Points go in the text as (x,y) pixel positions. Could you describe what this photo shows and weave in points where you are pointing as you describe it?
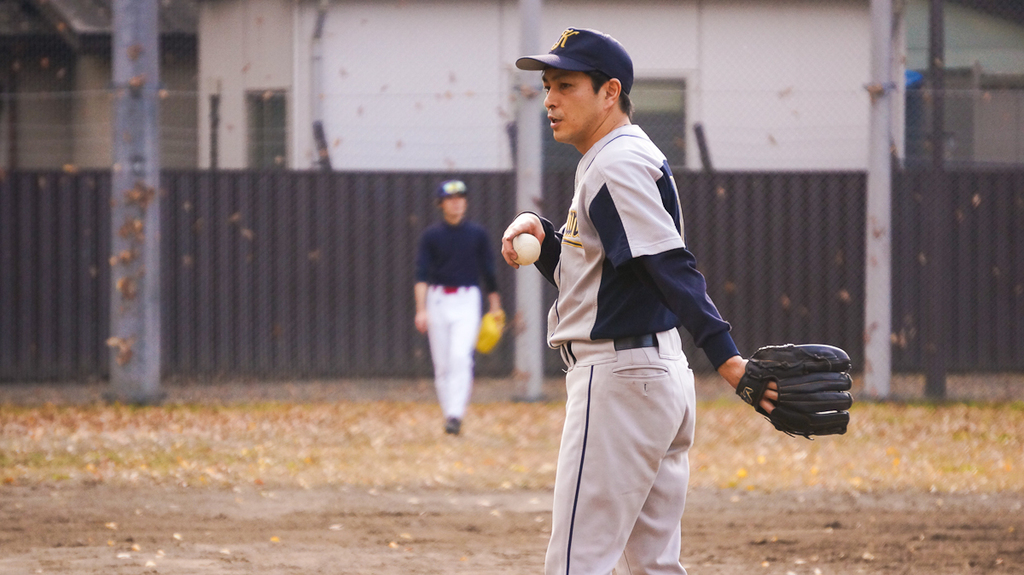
In this image, in the middle (591,297) there is a man (641,261), he wears a t shirt (647,233), trouser (636,463), cap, he is holding a ball (528,251). In the middle (452,229) there is a person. In the background (500,342) there are buildings (777,150), net (938,282), land (239,455).
